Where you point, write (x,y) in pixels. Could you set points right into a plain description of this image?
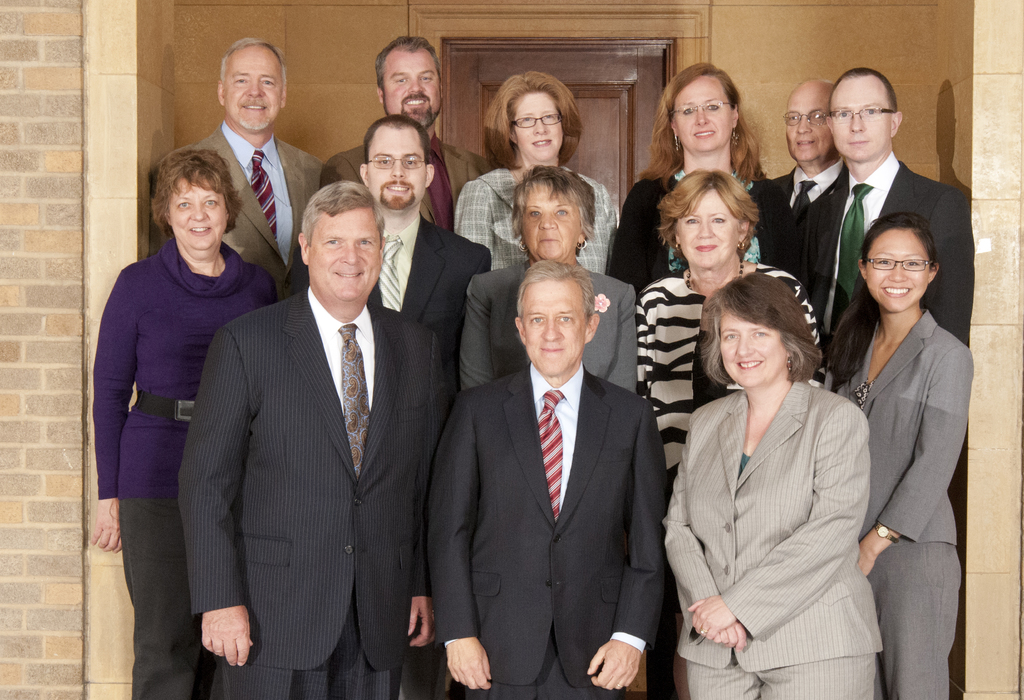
Here we can see few persons (719,479) are standing and they are smiling. In the background (772,48) we can see a wall (304,89) and a door (570,75).
